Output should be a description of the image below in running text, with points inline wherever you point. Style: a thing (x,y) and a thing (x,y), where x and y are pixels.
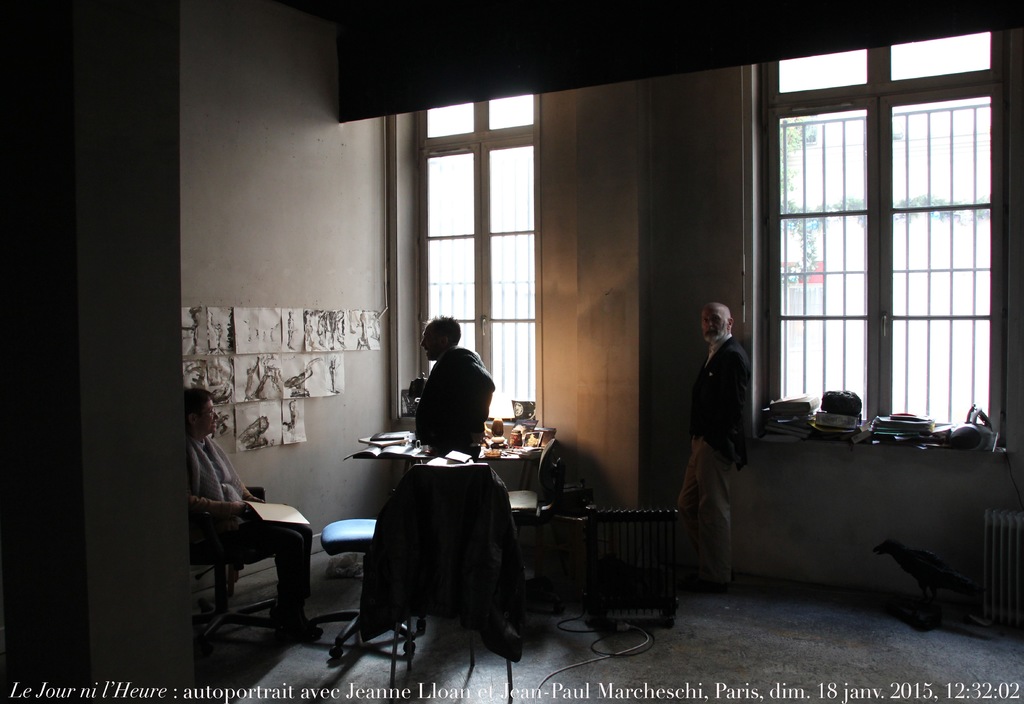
In this picture we can see three people (443,380), one person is seated on the chair (202,562) and two (479,367) are standing, in front of them we can find books (384,444) and couple of other things (527,438) on the table (502,458), and also we can see some paintings (298,336) on the wall (307,259), in the background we can see couple of trees (802,270).
